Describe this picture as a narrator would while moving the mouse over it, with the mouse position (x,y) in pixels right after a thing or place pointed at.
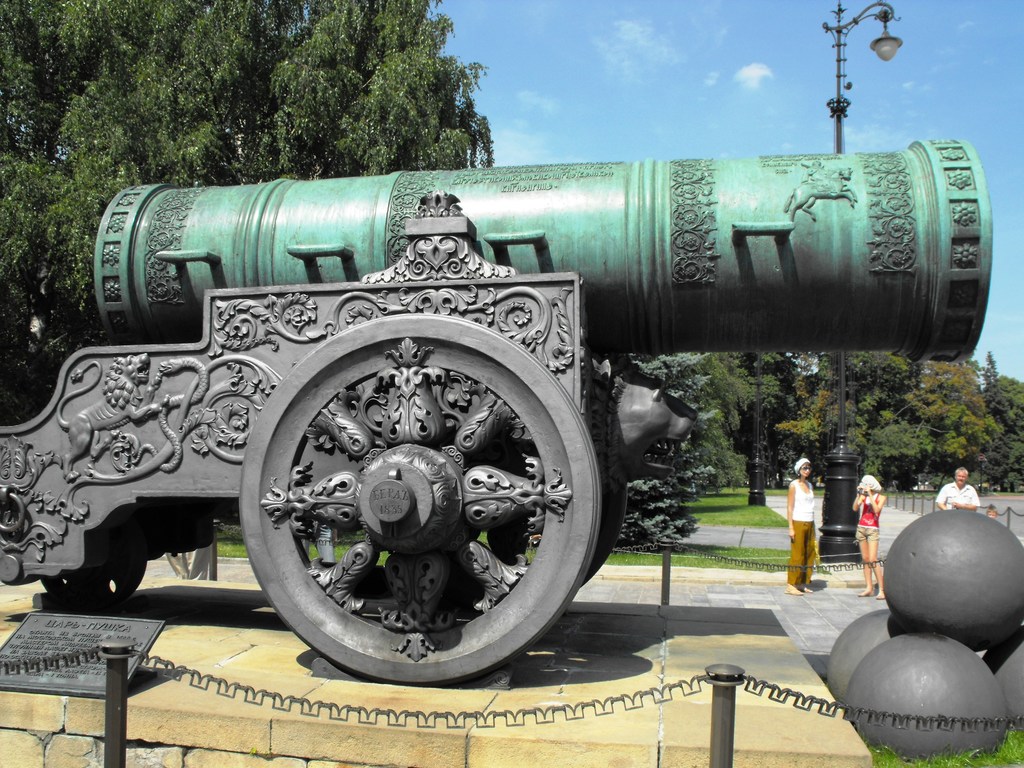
In this image in the middle (501,278), there is a cannon (480,516). At the bottom (726,720) there are chains (379,711), poles (116,697). On the right (800,501) there is a woman (804,541), she wears a t shirt (804,516), trouser (797,554) and there are people (963,488). trees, grass (763,524), bullets (938,601), floor (780,587). In the background (529,152) there are trees (738,390), sky (763,117), clouds (746,77) and street lights (838,114).
